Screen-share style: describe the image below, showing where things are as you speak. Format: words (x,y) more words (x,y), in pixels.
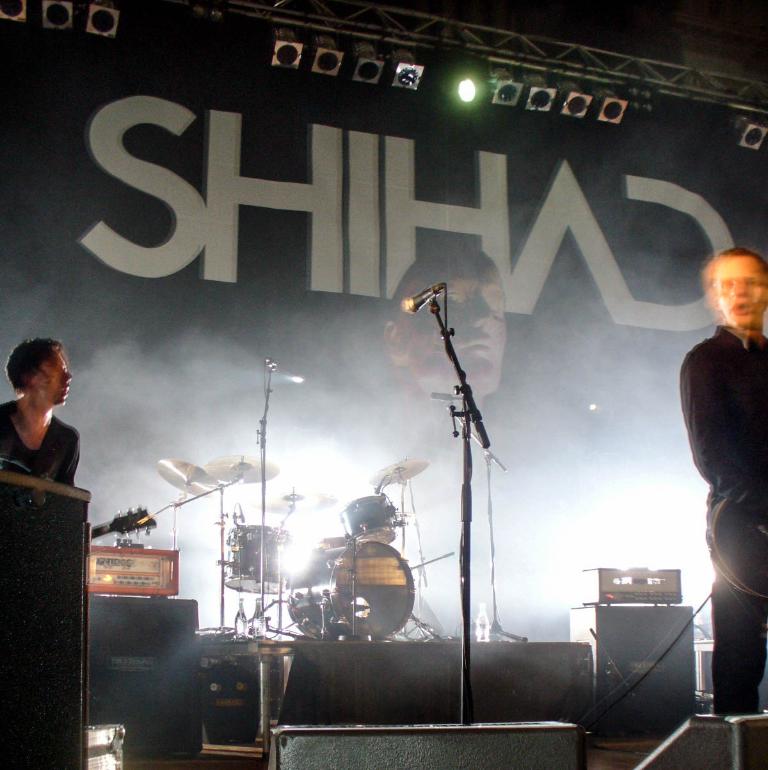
In front of the image there are people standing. There are mikes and some musical instruments (96,532). In the background of the image (391,279) there is a banner (524,330) with some text (633,313) on it. On top of the image (383,5) there are metal rods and lights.
